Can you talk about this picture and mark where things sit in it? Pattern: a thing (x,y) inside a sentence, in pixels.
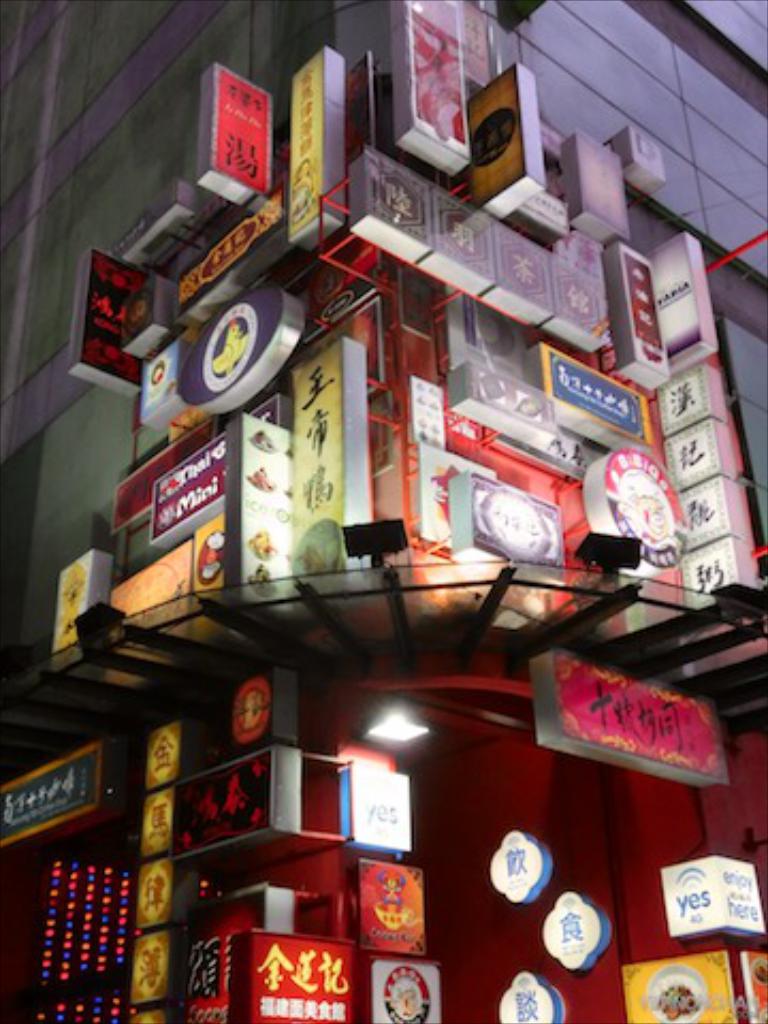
In this image we can see a building (682,122) with few boards (331,447) and lights (380,729).
